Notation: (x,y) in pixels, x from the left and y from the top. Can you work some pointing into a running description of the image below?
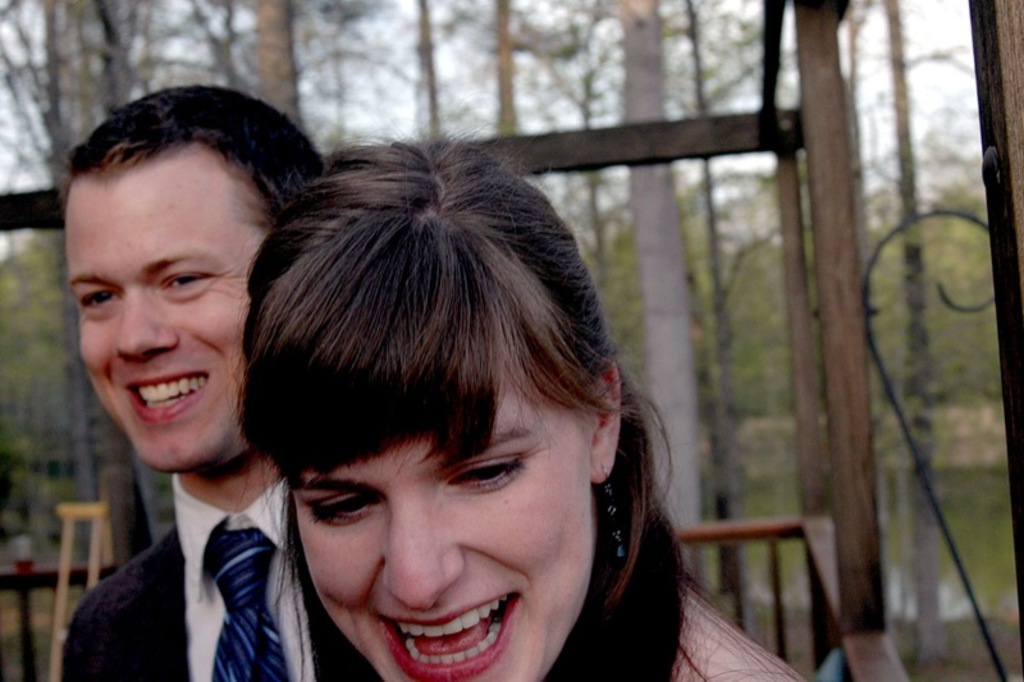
In this image there are people (263,505) in the foreground (263,560). There is a wooden object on the left corner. There is a wooden object (825,214), there are trees (768,227) in the background (671,322). And there is sky (887,94) at the top (949,128).
